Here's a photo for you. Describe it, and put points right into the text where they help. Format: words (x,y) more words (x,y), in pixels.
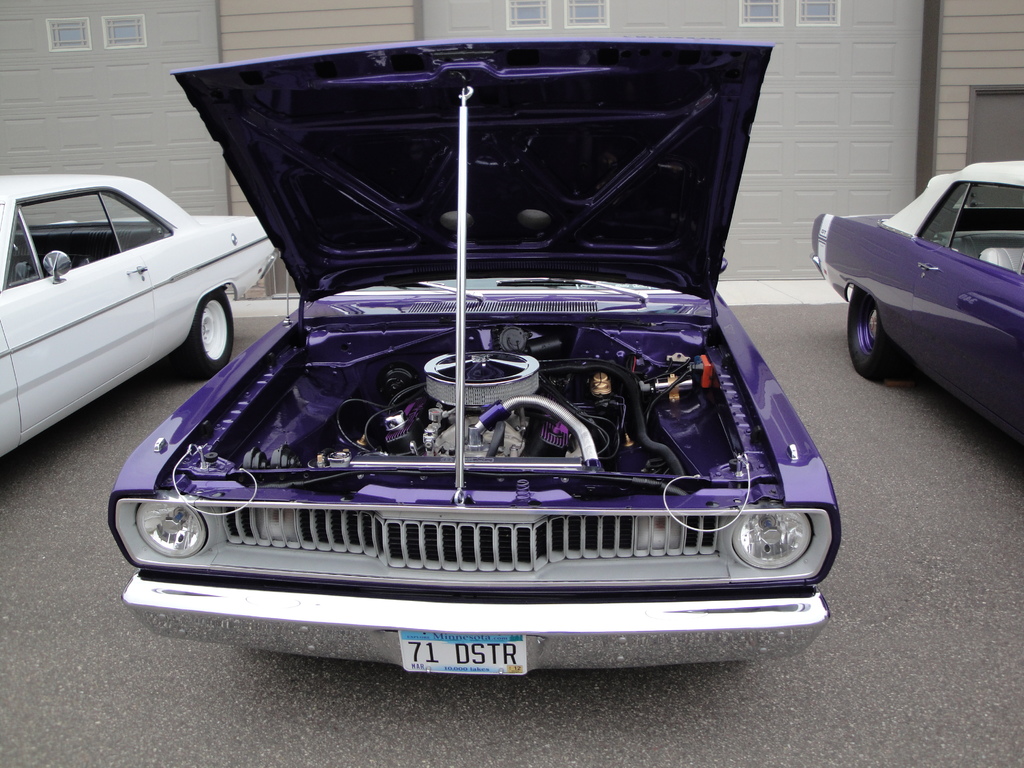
In this picture I can see three vehicles (595,579) on the road (896,669), and in the background (815,24) it looks like a building (392,3) with windows (823,3).
